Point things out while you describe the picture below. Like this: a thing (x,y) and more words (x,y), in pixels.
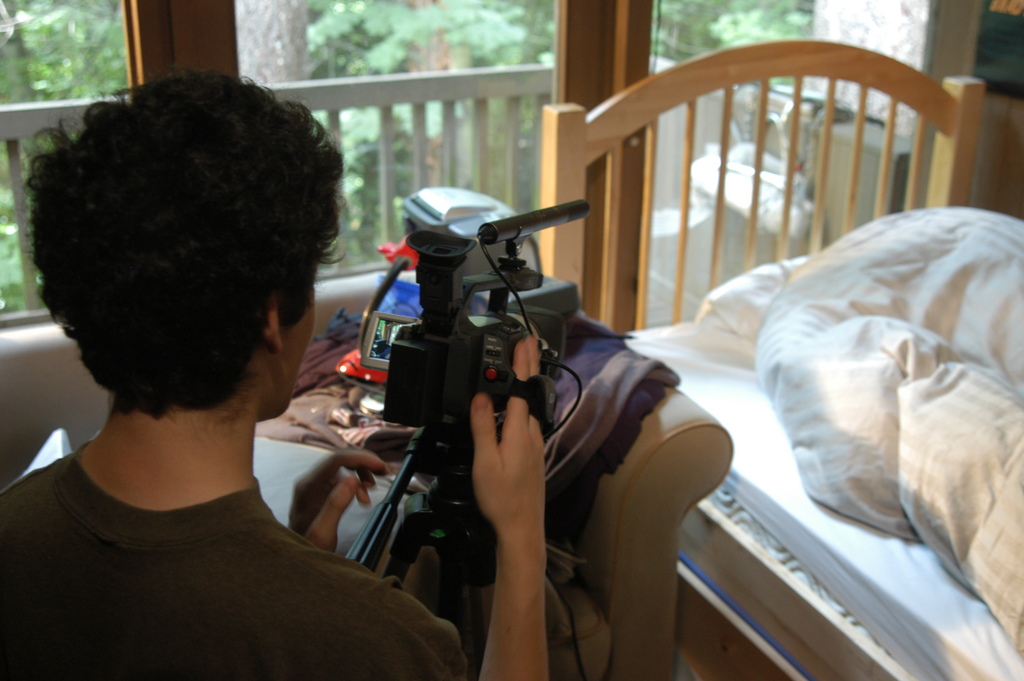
The person (273,589) wearing a black shirt (286,577) is recording a video with a camera (460,395) in front of him and there is a bed (798,365) with a white blanket (792,325) on it.
